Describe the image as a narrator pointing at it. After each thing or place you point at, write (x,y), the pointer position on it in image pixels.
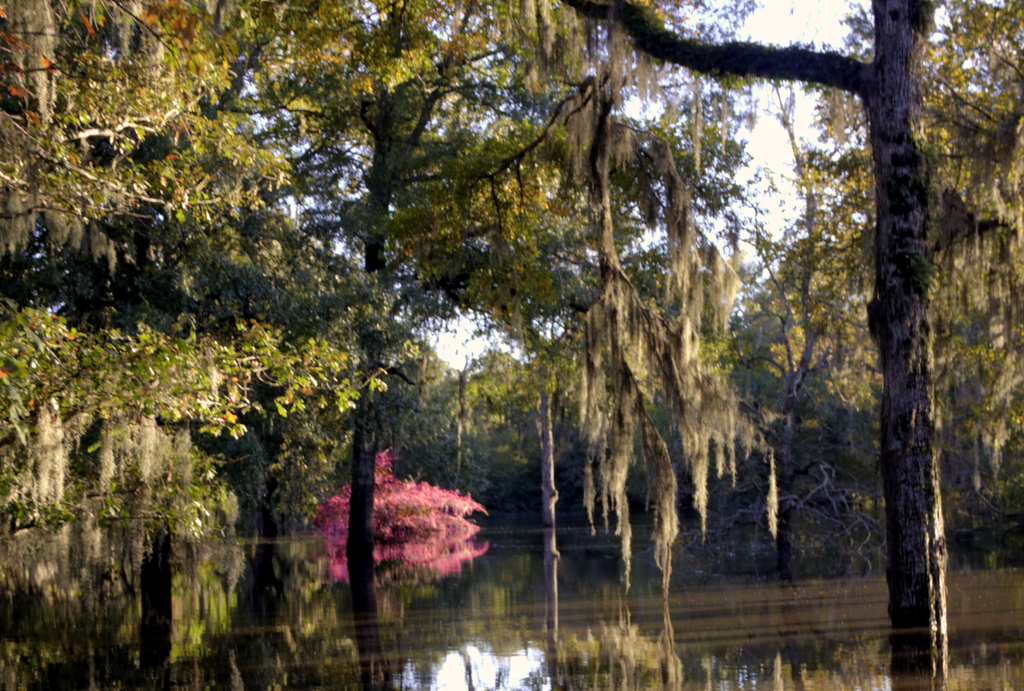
In this image we can see many trees (691,216). Also there is water (437,598). In the background (458,328) there is sky (474,329).
